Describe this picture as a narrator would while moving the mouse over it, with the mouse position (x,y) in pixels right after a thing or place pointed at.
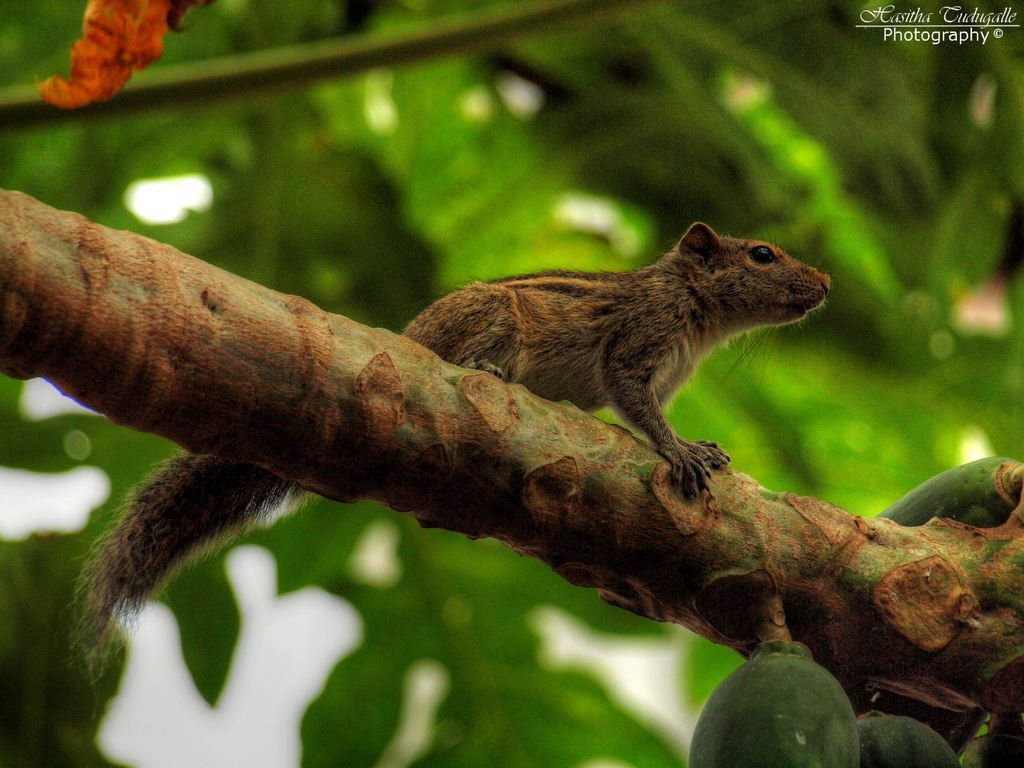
In the middle of this image (556,340) there is a squirrel (510,358) on a stem (403,431). On the right side (986,506) there are fruits (765,713) to this stem (794,560). In the background (522,127) the leaves (383,162) are visible.
